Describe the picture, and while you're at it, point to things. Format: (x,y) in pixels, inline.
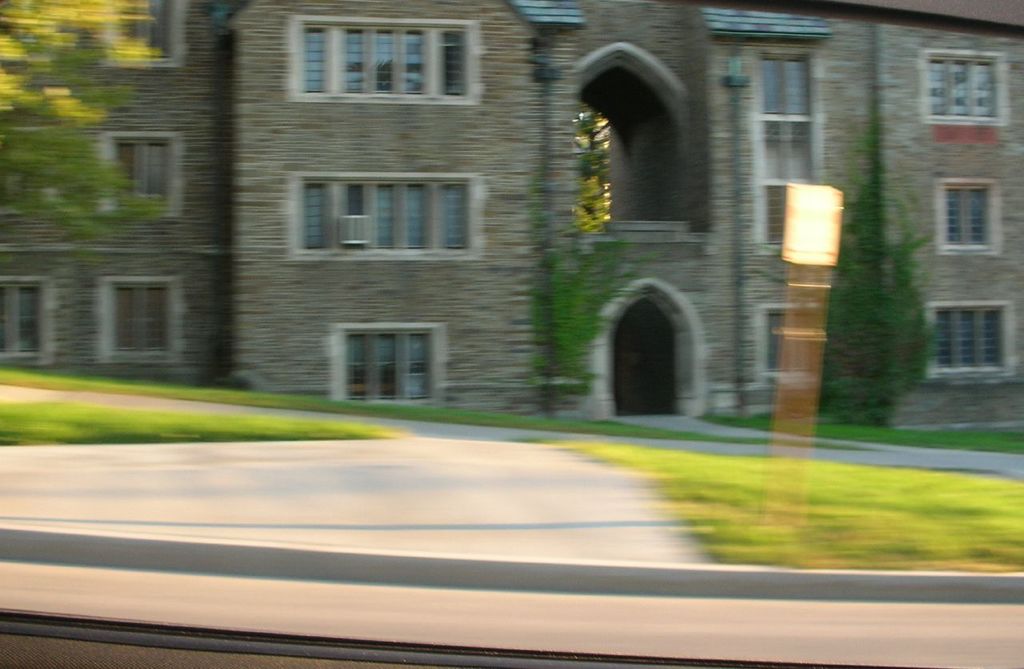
In the picture we can see a building (474,397) with windows (999,327) and near it, we can see some plants (839,409) and the path (321,505) and both the sides of the path (360,476) we can see the grass surface (870,503).
